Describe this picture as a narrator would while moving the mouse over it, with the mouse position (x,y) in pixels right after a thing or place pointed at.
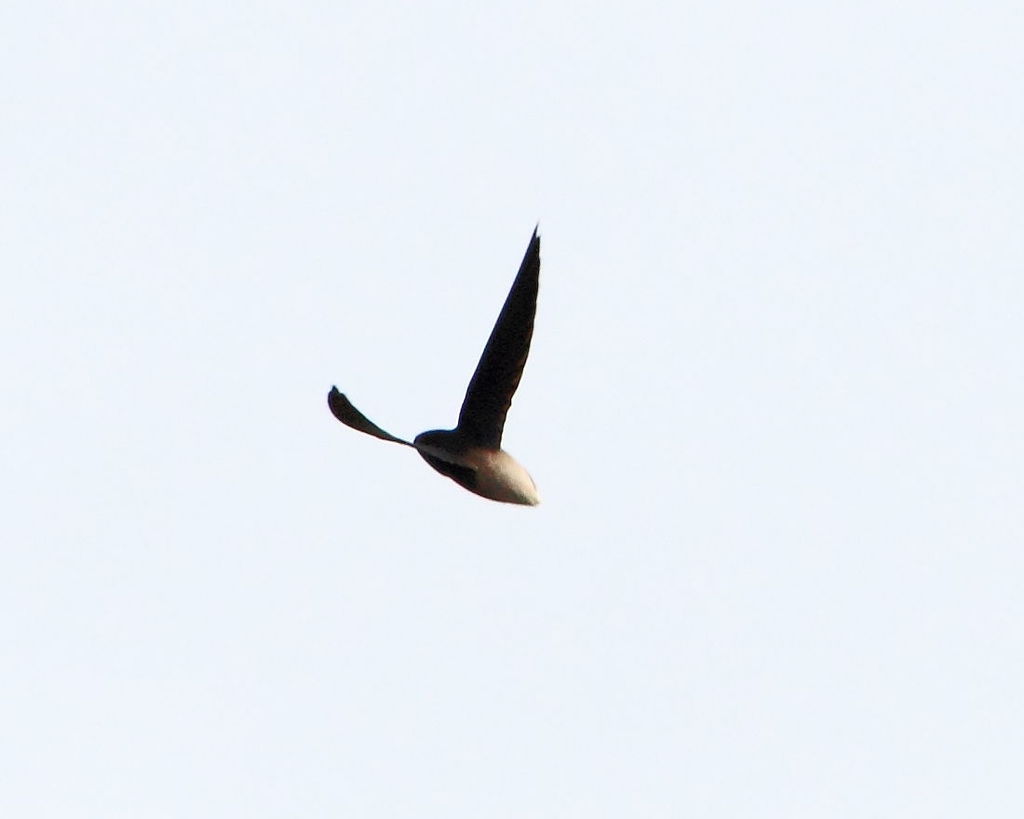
In the middle of this image (485,420) there is a bird (492,437) flying in the air (465,556). In the background (465,556), I can see the sky (261,504).
